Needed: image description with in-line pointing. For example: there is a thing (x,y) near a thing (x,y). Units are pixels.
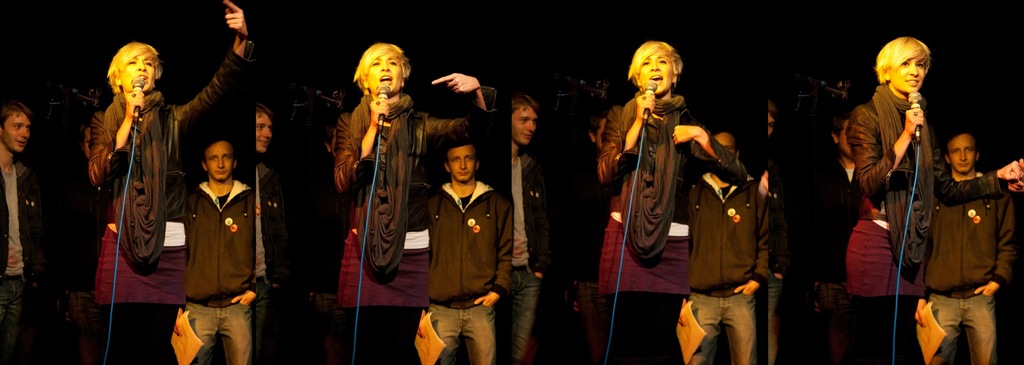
In the picture we can see four images which are same and in the first image we can see a woman (162,258) standing and singing a song in the microphone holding it and beside her we can see a man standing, and behind her also we can see a man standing and in the second image we can see a woman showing her hand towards her and in the third image we can see the woman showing herself with a hand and in the fourth image we can see the woman (1022,166) turning to right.
